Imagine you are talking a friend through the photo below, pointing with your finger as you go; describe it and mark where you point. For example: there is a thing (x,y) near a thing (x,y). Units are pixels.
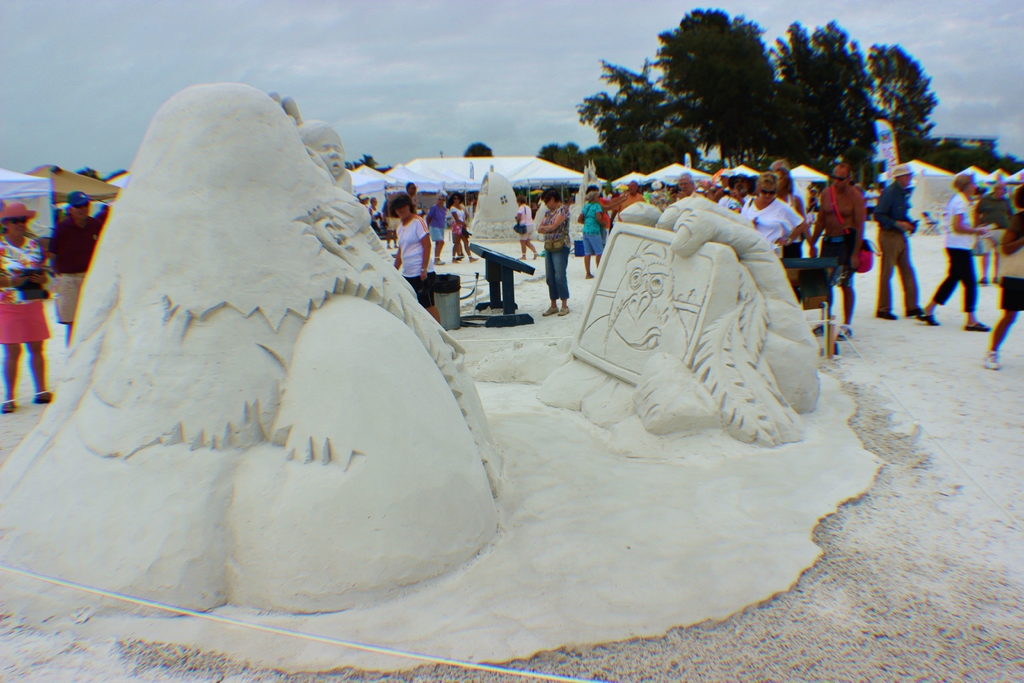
In this image, we can see few sand art (401,315) which is made by a sand (505,374). Here there are so many people (428,283) are standing. We can see some objects (503,294), dustbin (449,285), stands (513,285), boards (506,260), tents (3,221), trees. Top of the image (519,63), there is a sky (469,62).
